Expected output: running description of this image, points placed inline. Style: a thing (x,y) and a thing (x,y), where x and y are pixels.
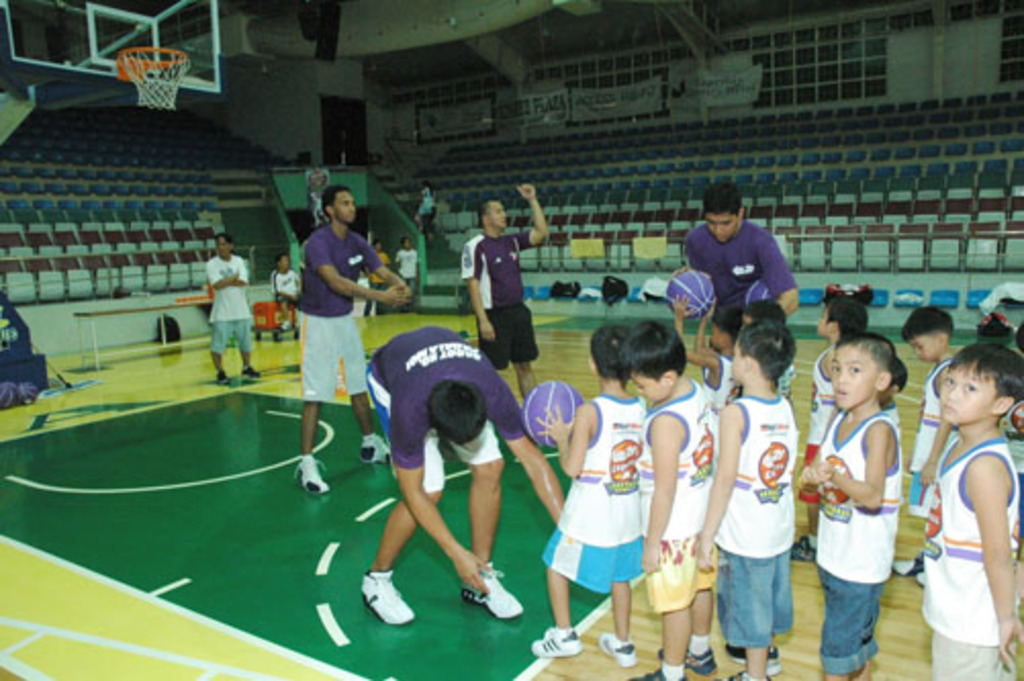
In this image I see people (956,634) who are wearing jerseys (979,596) and I see balls (694,285) which are of purple and white in color and I see the basket ball court (599,324). In the background (82,165) I see the chairs (530,167) and banners (555,115) over here.
